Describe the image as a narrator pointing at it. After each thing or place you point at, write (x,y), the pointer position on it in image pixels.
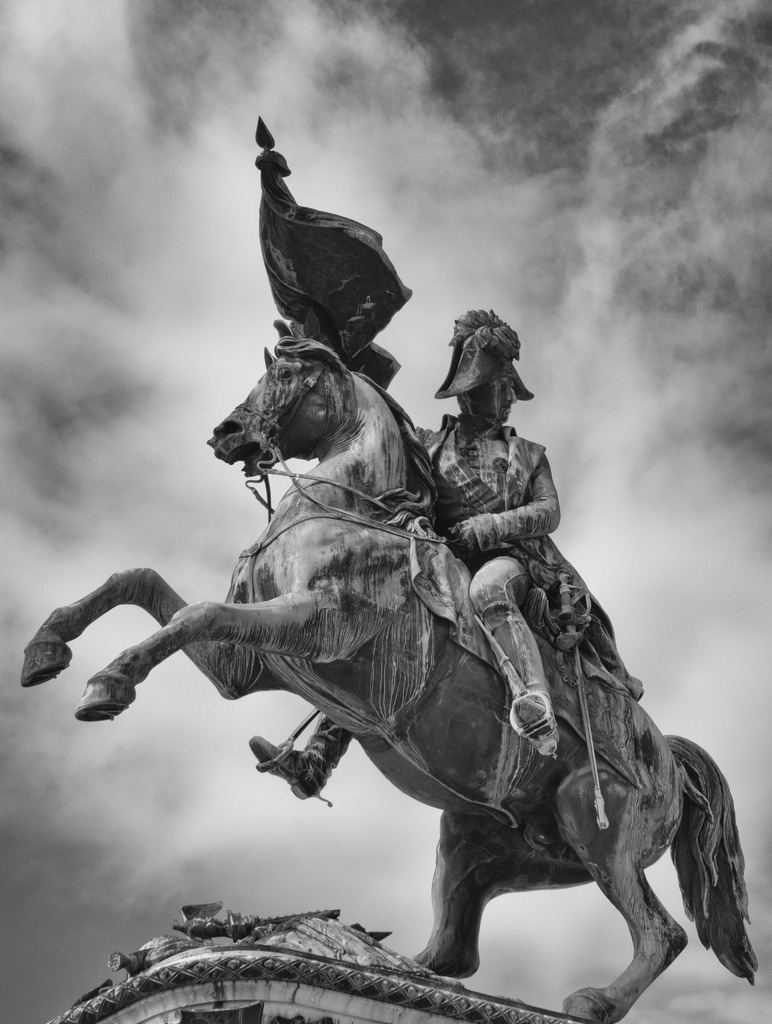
A warrior statue (354,322) is shown in this picture. The warrior (508,563) is sitting on a horse (302,660) which is raising its two front legs (160,662). He is holding a flag (312,233) in his hand (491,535). The sky (529,222) behind him is cloudy.
